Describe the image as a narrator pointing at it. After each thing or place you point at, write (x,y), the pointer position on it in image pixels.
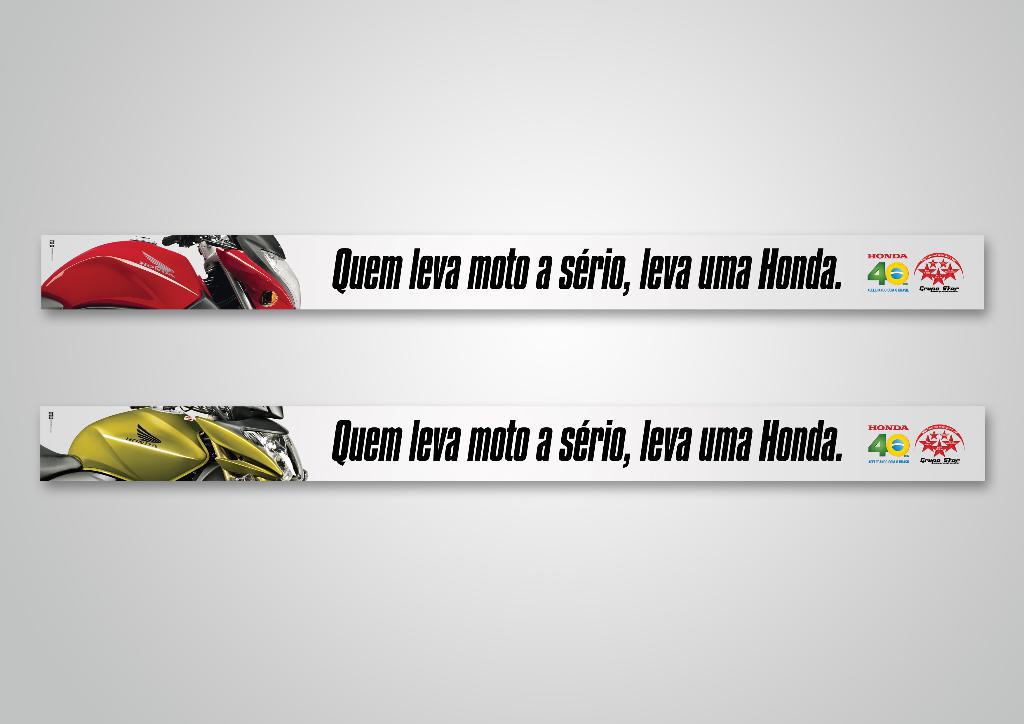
In this image I can see the boards (976,270) to the white wall (442,100). On the boards (365,274) I can see the motorbikes (193,462) which are in red and green color and the names (525,445) written on the boards (90,462).
